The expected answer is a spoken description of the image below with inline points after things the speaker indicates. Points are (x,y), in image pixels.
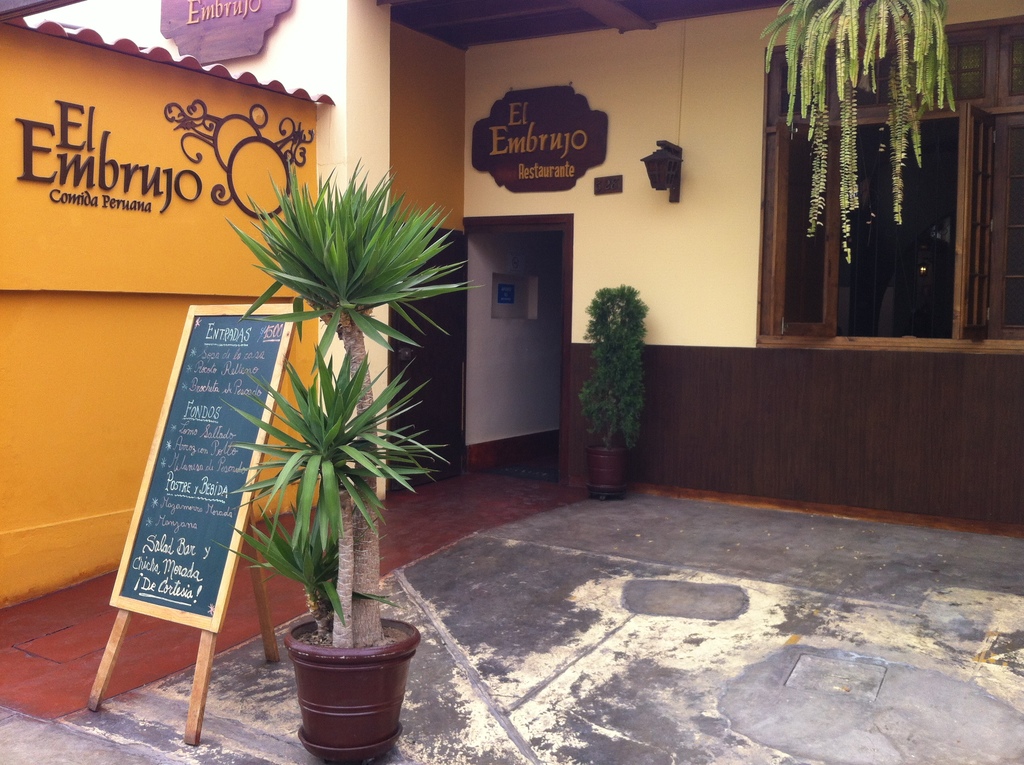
As we can see in the image there is a house (673,313), plants (638,368), pot (364,716), board (221,366) and windows (809,245).
